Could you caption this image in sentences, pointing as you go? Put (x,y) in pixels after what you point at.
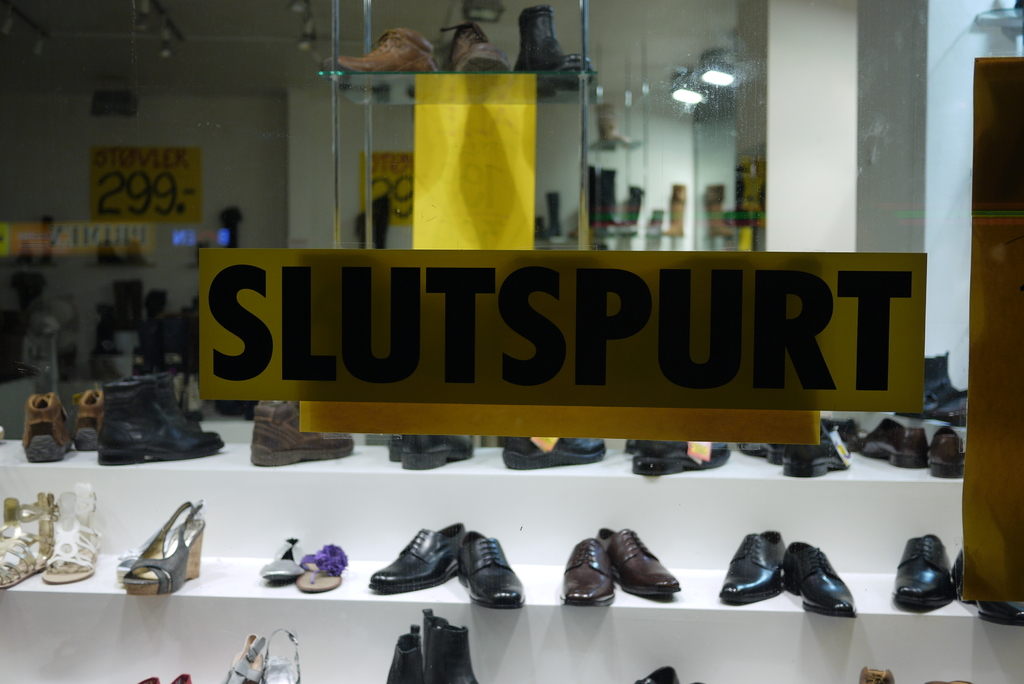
In this picture we can see posters (550,284) on glass (771,522), through this glass (771,504) we can see footwear (471,556) on white surface (375,631) and shoes (470,55) on a glass platform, in the background (177,138) we can see wall (306,129), boards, footwear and lights (725,75).
